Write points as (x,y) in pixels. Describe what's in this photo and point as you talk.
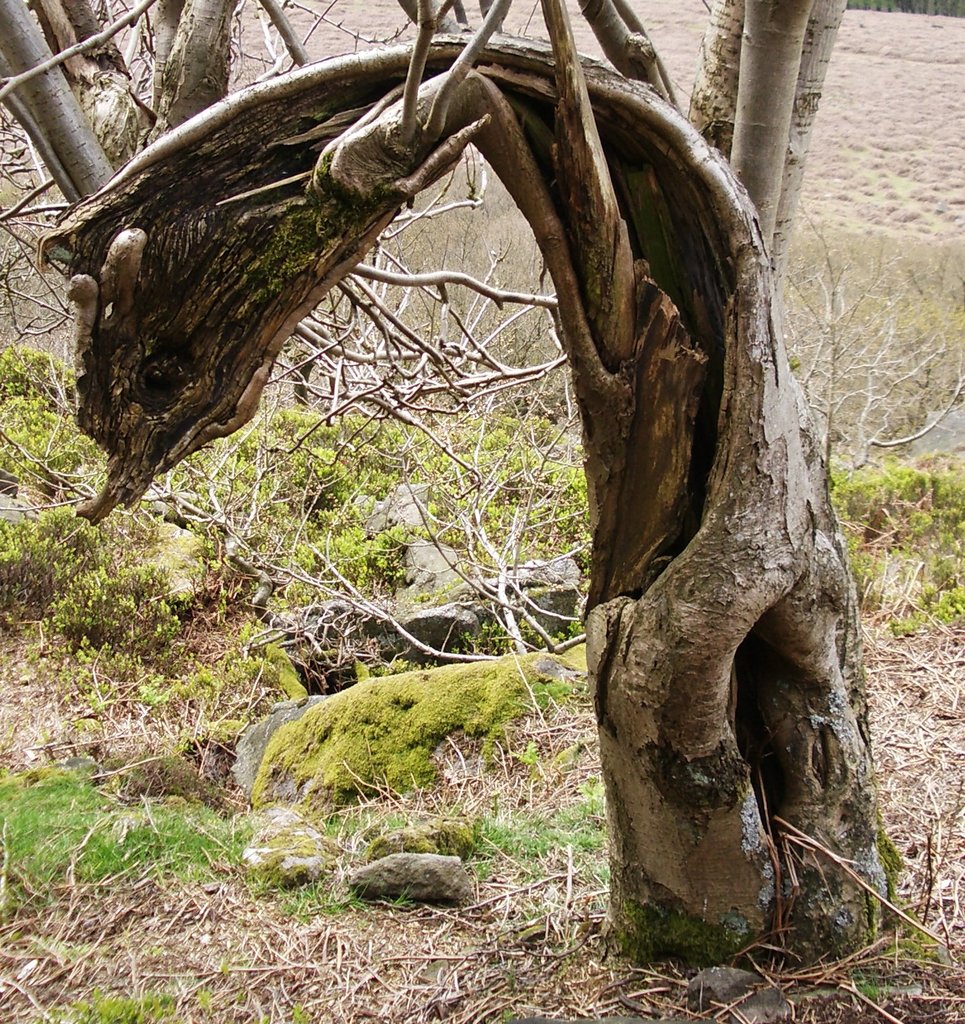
On the right side (896,792), there is a tree (825,760), grass (505,810) and stones (394,854) on the ground (903,940). In the background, there are trees (65,22) and there is dry land (842,147).
